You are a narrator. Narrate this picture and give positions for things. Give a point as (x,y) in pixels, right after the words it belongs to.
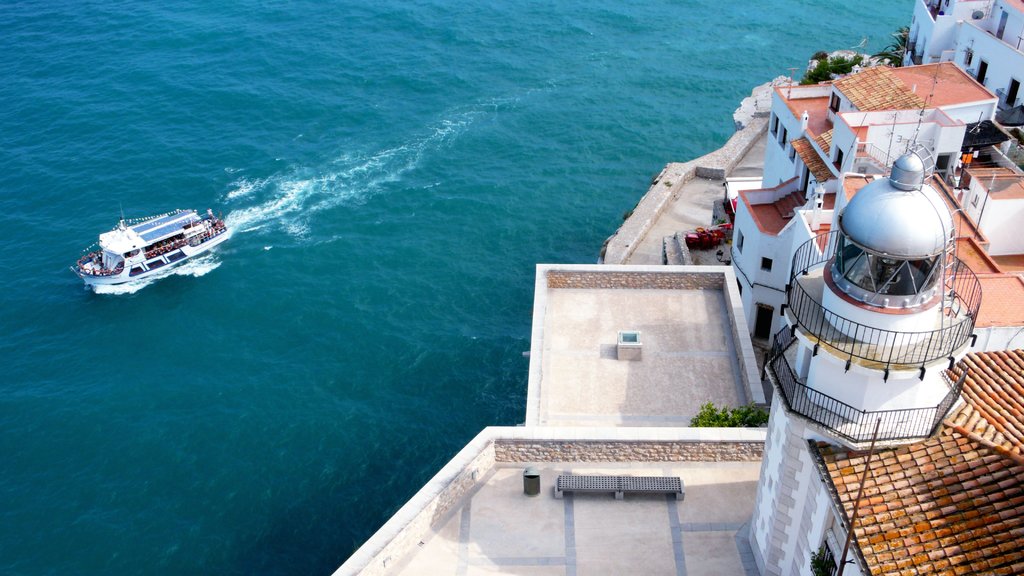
On the right side (854,219) there are many buildings (915,131) with windows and railings (882,348). Also there are trees (896,42). On the left side (143,276) there is a boat (203,251) on the water (322,186).
